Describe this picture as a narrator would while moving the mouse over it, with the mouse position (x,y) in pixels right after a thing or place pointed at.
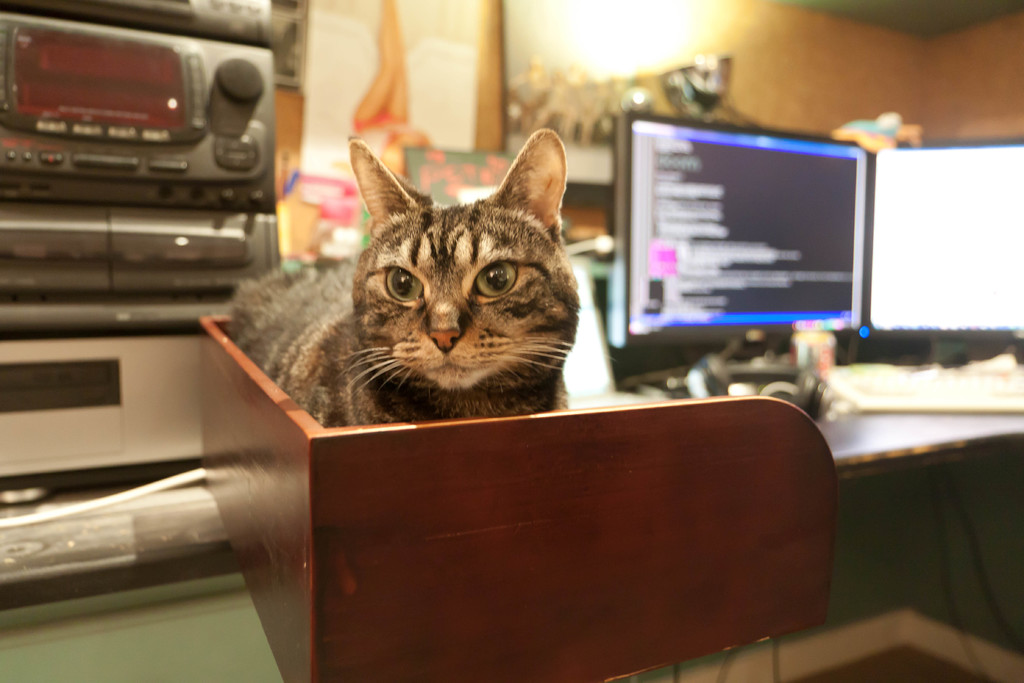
As we can see in the image there is a monitor (773,252), keyboard (831,373) and a cat (418,384).
